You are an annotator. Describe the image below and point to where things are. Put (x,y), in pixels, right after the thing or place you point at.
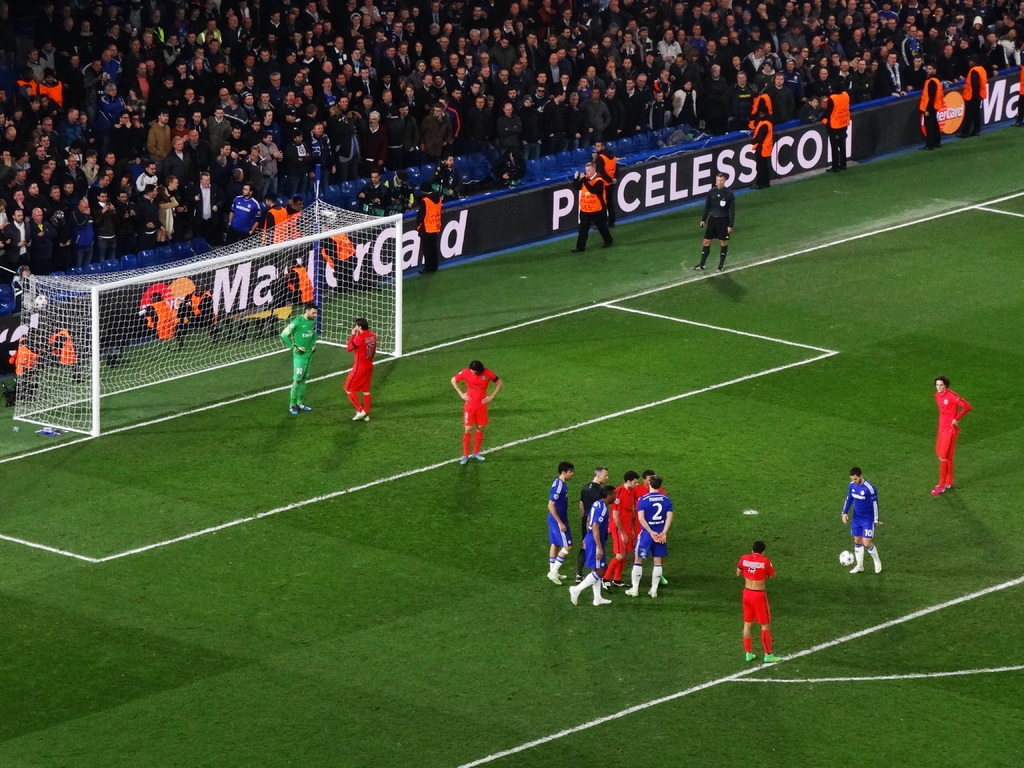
In this image we can see players (624,506) on the ground (489,466). In the background (404,171) there are chairs (416,176) and crowd (471,127).
